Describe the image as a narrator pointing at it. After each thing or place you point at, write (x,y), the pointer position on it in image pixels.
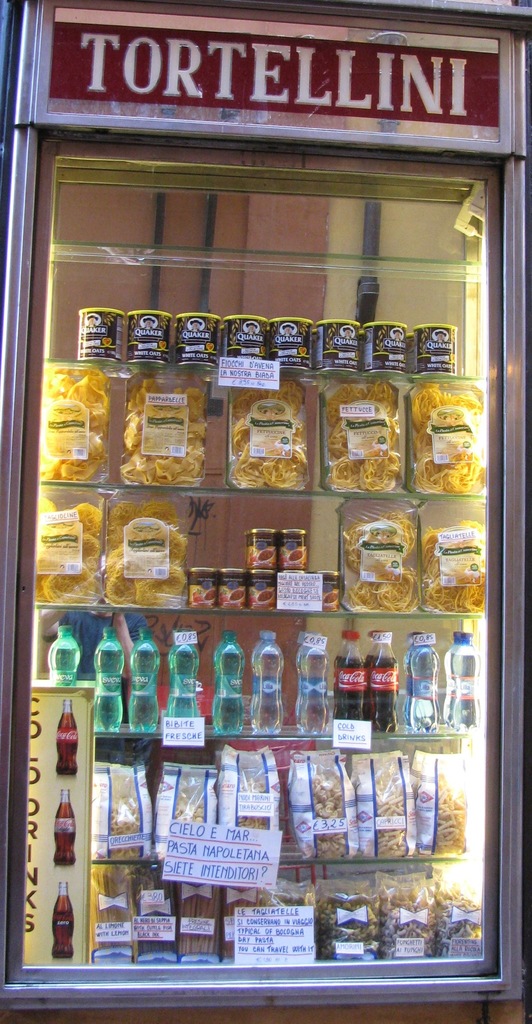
In this image I can see a refrigerator (244,265). There are some bottles (149,713) and packets (451,813) are placed.
